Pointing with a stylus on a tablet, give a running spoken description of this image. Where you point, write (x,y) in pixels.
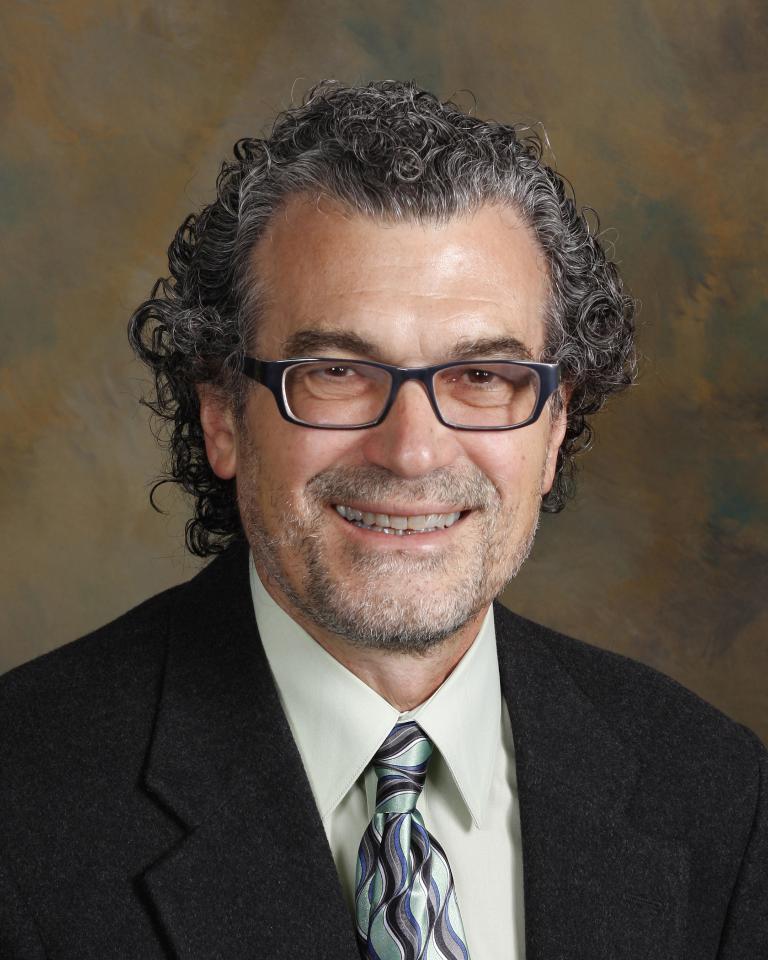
In this image, we can see a person (461,512) wearing clothes (238,870) and spectacles (454,387).
